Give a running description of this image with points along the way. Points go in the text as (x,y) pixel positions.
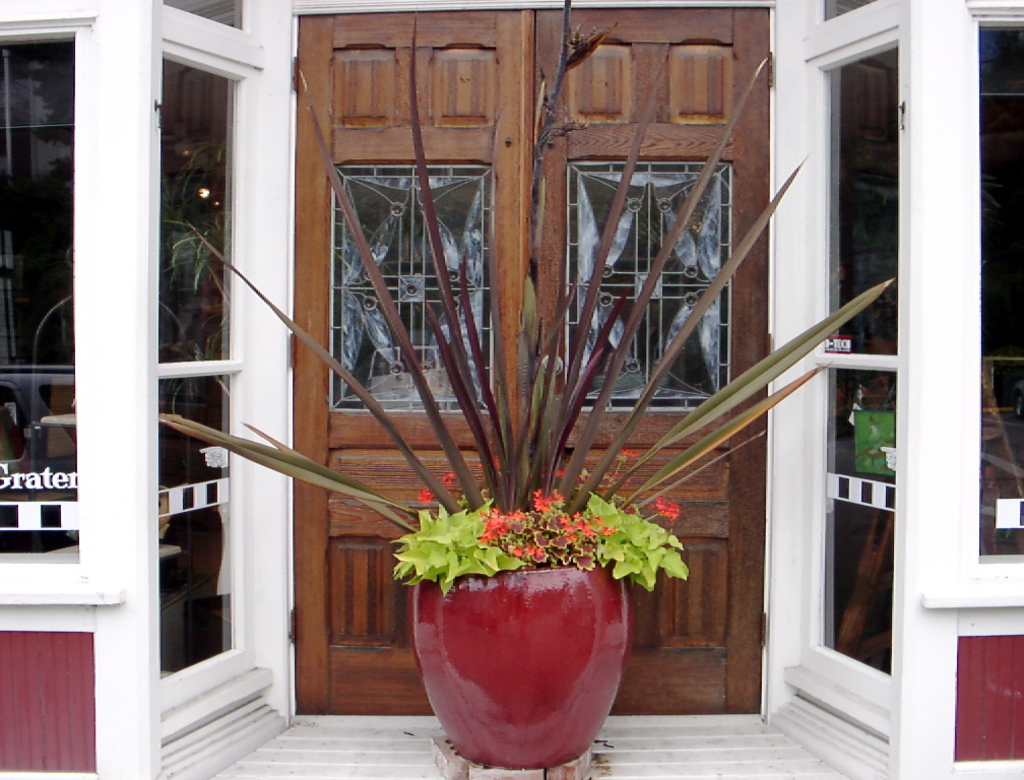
In this image in the middle (510,488) there is a plant pot (532,626). In the background (380,205) there is a building (577,241). This is a door (577,79).
